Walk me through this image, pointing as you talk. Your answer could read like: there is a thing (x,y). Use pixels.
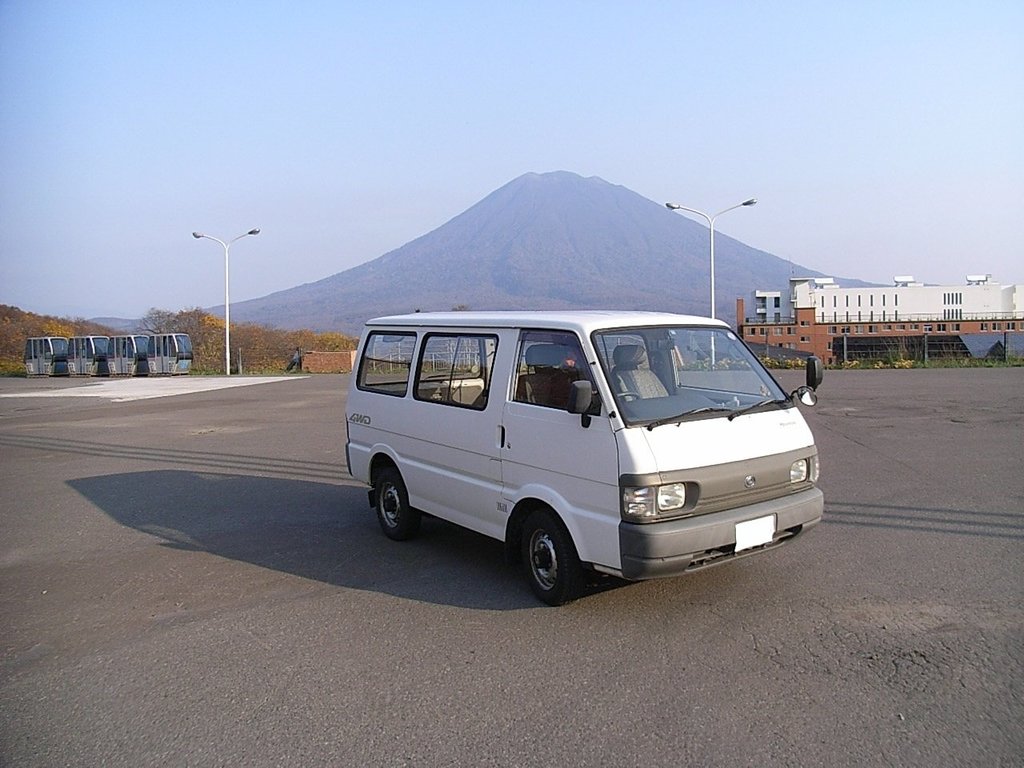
In this image we can see a vehicle (475,397) on the road (452,657). In the background of the image (171,354) there are buildings (1014,288), lights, trees (274,354), vehicles (161,340) and other objects (904,360). At the top of the image (84,85) there is the sky (716,65). At the bottom of the image (582,711) there is the road (622,621).
